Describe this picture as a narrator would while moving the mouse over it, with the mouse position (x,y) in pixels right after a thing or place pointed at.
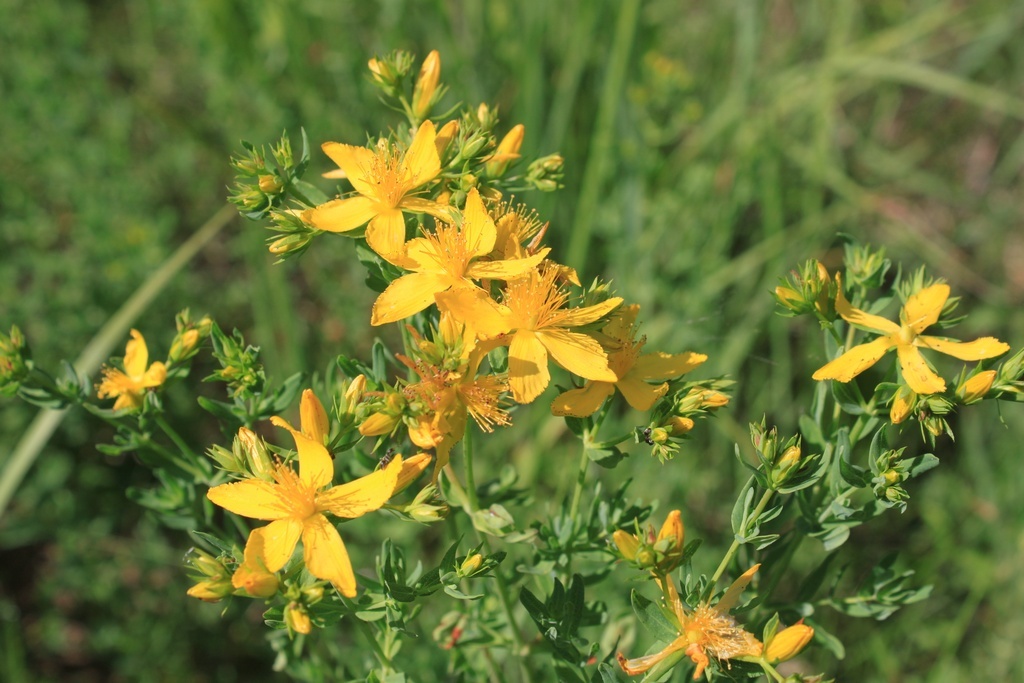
In the image I can see a plant (670,614) to which there are some flowers (301,630) which are in yellow color and behind there are some other plants (605,93).
